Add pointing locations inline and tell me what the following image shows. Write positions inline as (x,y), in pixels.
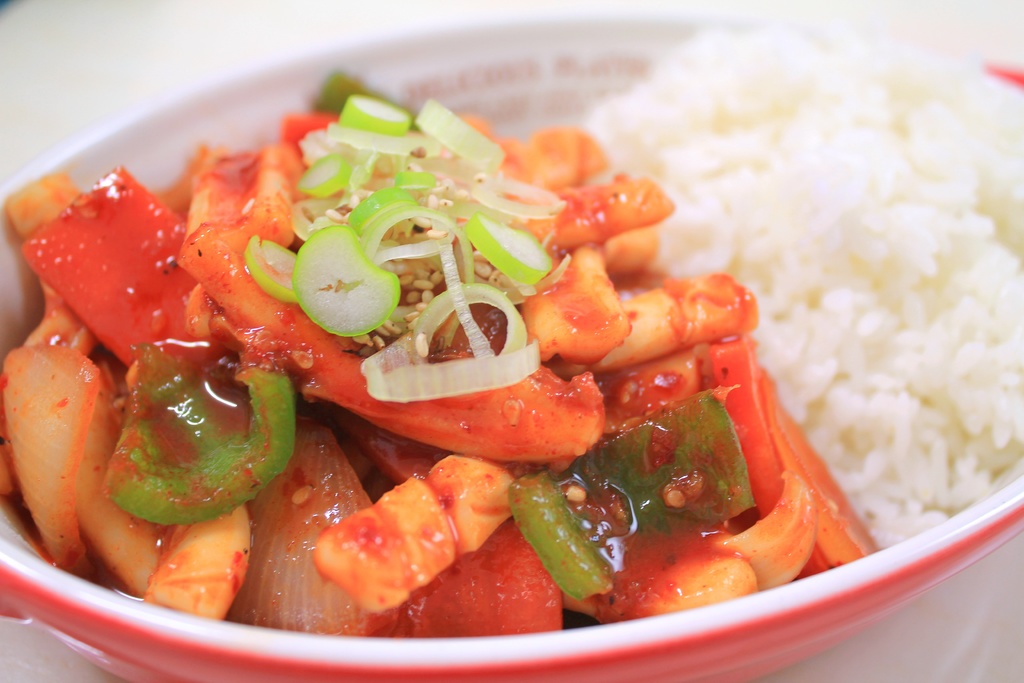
In this picture we can see rice (780,154) and other food (505,386) in the bowl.
